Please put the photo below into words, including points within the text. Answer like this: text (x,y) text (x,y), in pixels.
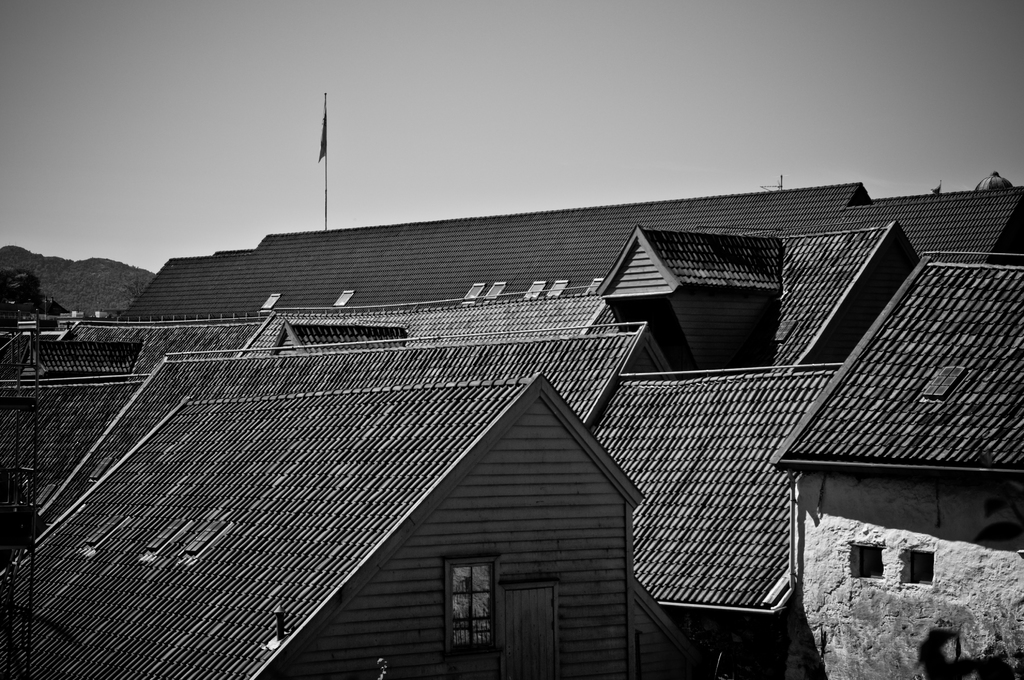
In this image we can see group of buildings (385,261), a flag (323,128) on a pole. In the background (343,220), we can see the sky (130,175).
